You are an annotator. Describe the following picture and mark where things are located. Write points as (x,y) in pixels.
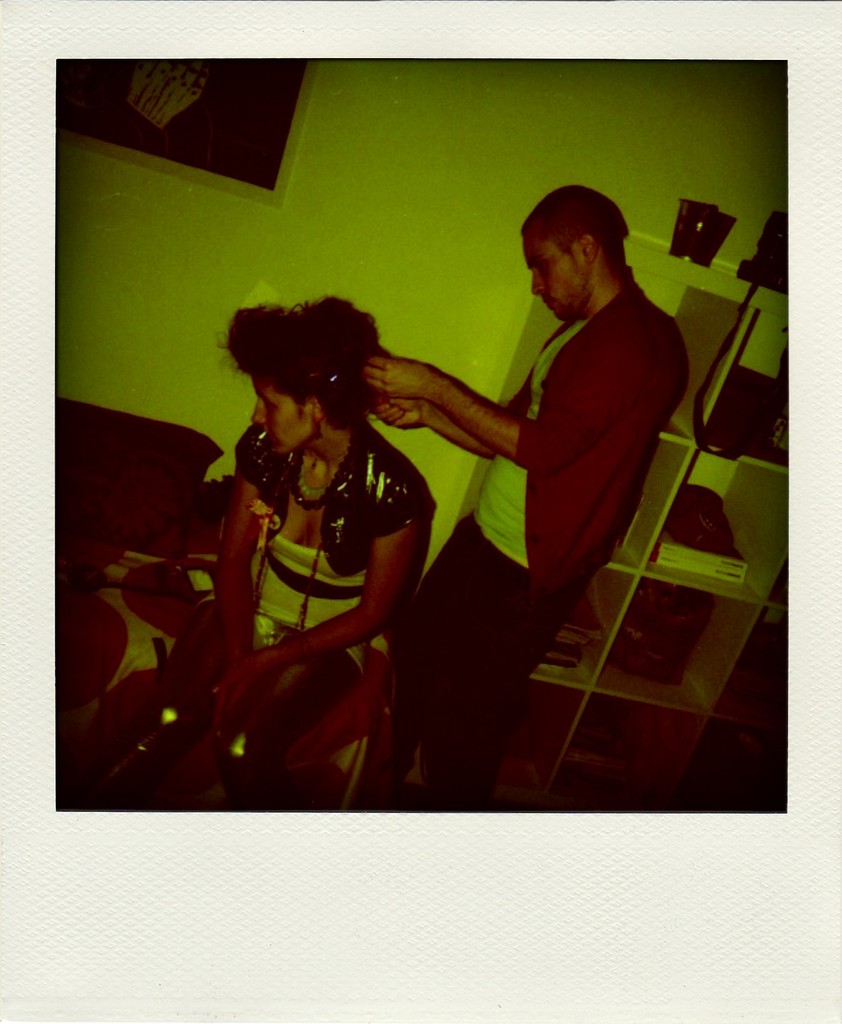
This picture shows a man (483,441) standing and a woman (370,636) seated and we see cupboards (725,627) on the side and a frame (225,193) on the wall (168,226) and we see man (424,367) holding the hair (352,361) of the woman (340,372) with his hands (393,379).
